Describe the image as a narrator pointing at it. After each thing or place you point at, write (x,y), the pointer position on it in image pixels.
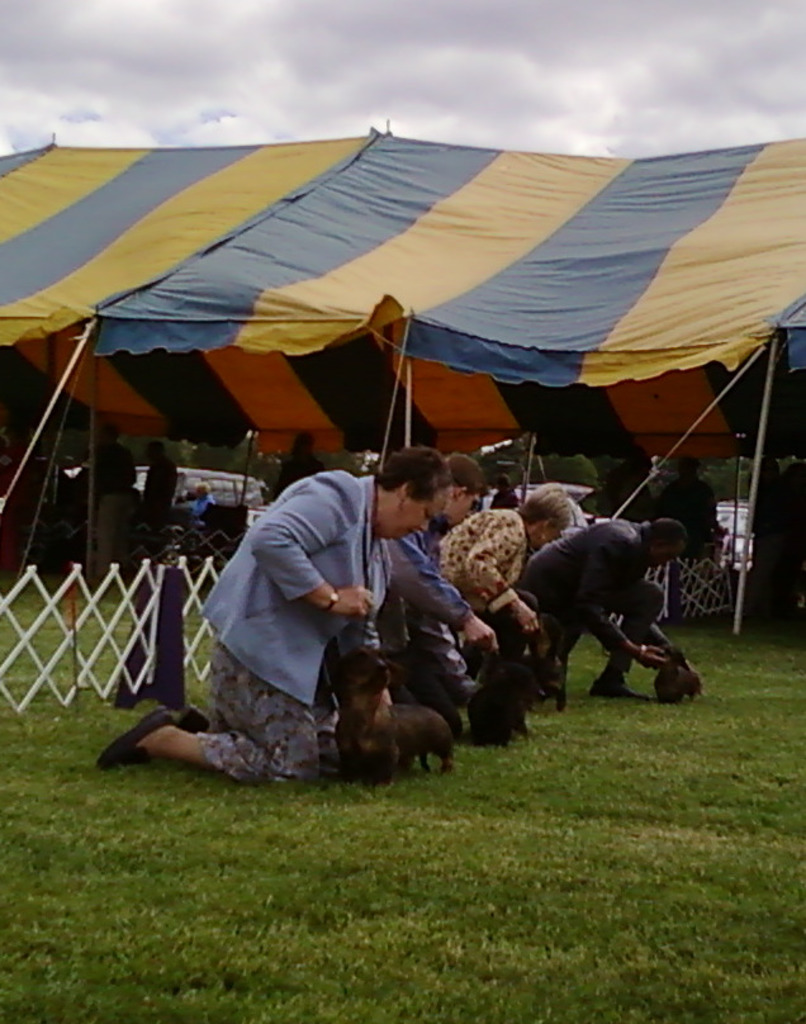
In this image there is group of four person (485,586) who are in a squat position and they are holding a small dogs (410,733). On the bottom (557,890) there is a green grass (313,896). On the left (44,610) there is a white color fencing (80,639). On the top (556,34) we can see a sky (208,106) with full of clouds (379,25). On the center (362,408) there is a tent (271,357), under the tent (454,401) we can see some peoples (119,488) are standing.
